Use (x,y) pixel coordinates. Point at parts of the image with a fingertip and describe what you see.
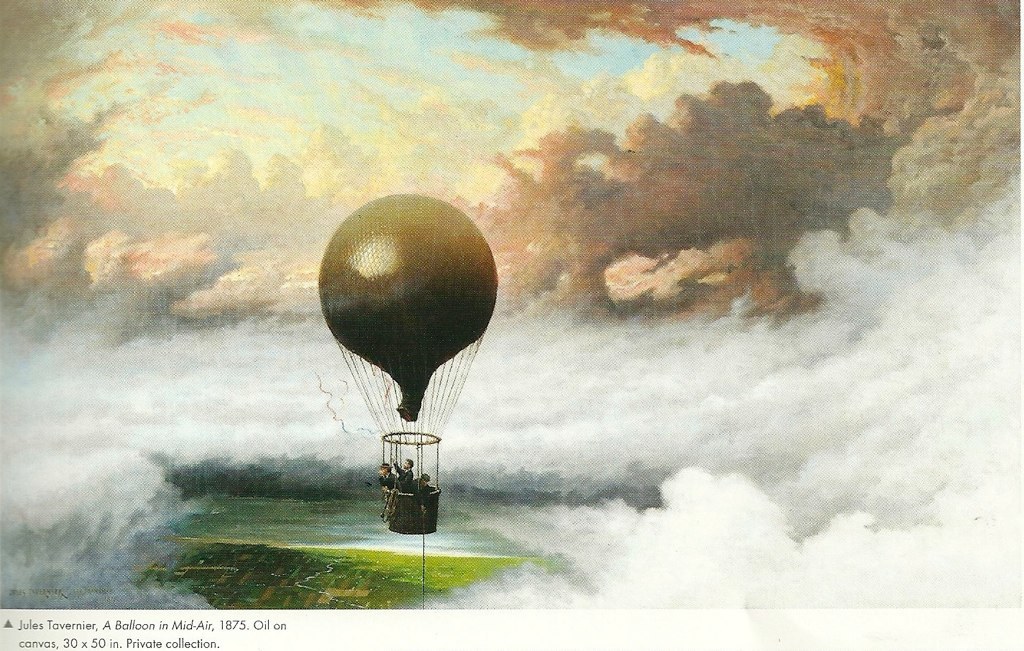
In this image, we can see an art (771,303) contains clouds (766,426) and gas balloon (364,324).
